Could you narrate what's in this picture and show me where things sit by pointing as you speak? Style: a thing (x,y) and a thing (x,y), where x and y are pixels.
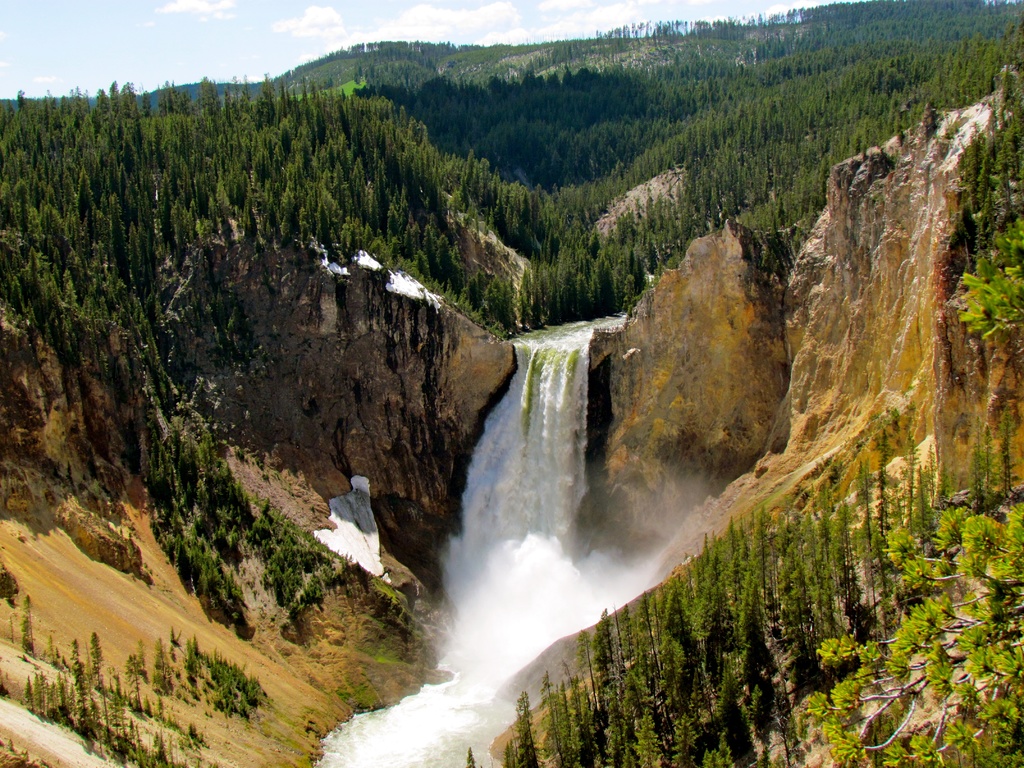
In the center of the image (508,391) we can see water falls (532,392). On the right (1002,148) and left side of the image (73,492) we can see hills (654,502) and trees (724,554). In the background (538,170) there are trees (462,68), hills (407,66), sky (196,60) and clouds (396,34).
